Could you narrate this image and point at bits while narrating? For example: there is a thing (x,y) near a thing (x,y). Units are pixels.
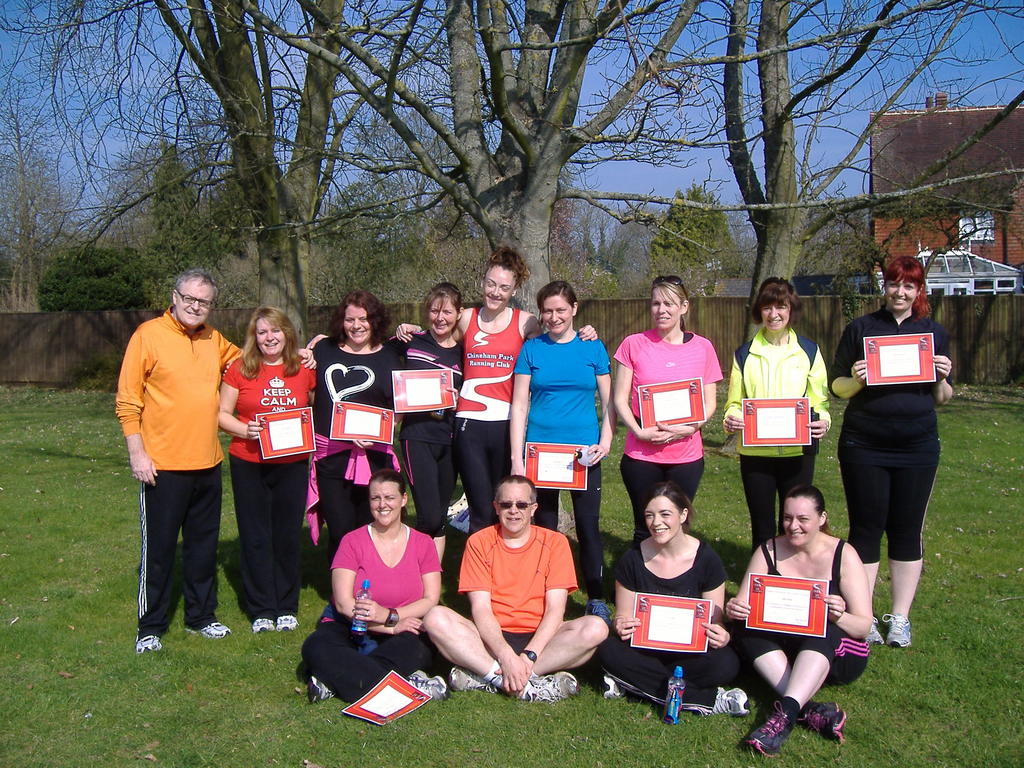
This picture is clicked outside. In the foreground (131,354) we can see the group of persons (530,336) in which some of them are wearing t-shirts (570,357), holding some objects (665,416) and standing on the ground (610,566) and we can see the group of persons (632,575) wearing t-shirts (573,558) and sitting on the ground (732,575). On the right (805,559) we can see the two persons (701,552) holding some objects (709,612) and sitting on the ground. In the background (697,184) we can see the sky (669,185), trees (606,233), fence (1003,308) and some houses (984,245) and there are some objects (406,706) placed on the ground (851,718) and we can see the green grass (61,660).
